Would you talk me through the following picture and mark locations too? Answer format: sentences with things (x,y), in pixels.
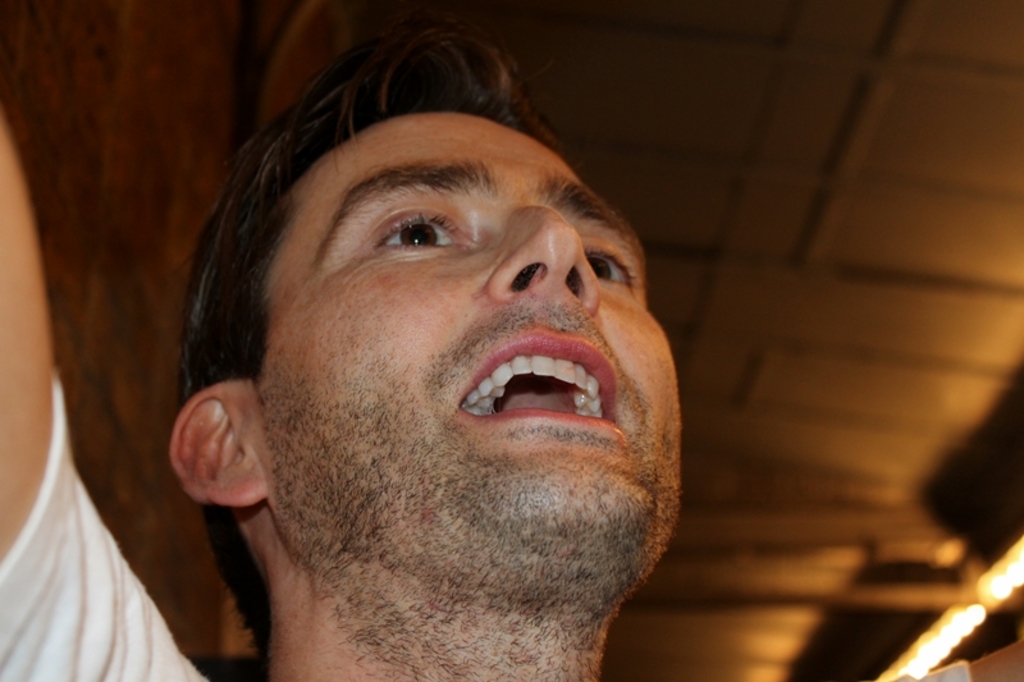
In this picture we can observe a man (374,412) wearing white color t-shirt (81,606). On the left side (129,310) we can observe a wall (130,231) which is in brown color. In the background (748,350) we can observe a ceiling (751,232).
